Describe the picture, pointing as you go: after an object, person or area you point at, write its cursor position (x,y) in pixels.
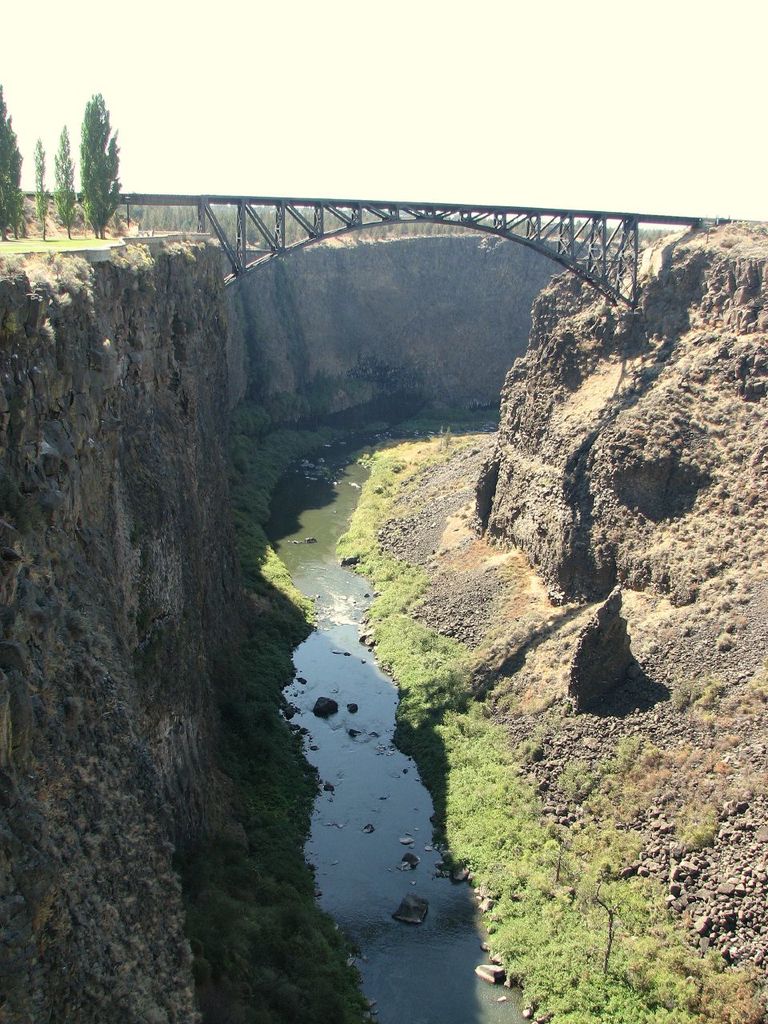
In this picture there is a beautiful image of nature. In the front (684,677) there are two mountains (512,524) on both the side. In the middle (359,582) there a small river lake (334,755).
